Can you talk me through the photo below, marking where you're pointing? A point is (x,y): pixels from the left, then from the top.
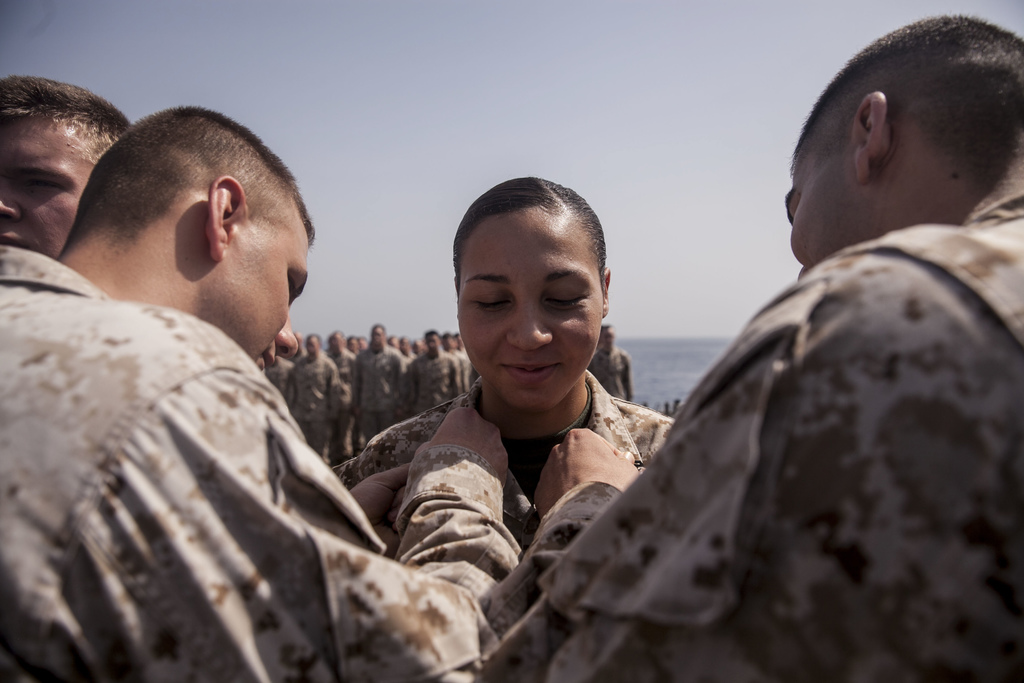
In this image, we can see some people (811,482) standing, in the background (381,394) there are some people (323,404) standing in a queue (324,380) and at the top (499,80) there is a sky (413,87).
